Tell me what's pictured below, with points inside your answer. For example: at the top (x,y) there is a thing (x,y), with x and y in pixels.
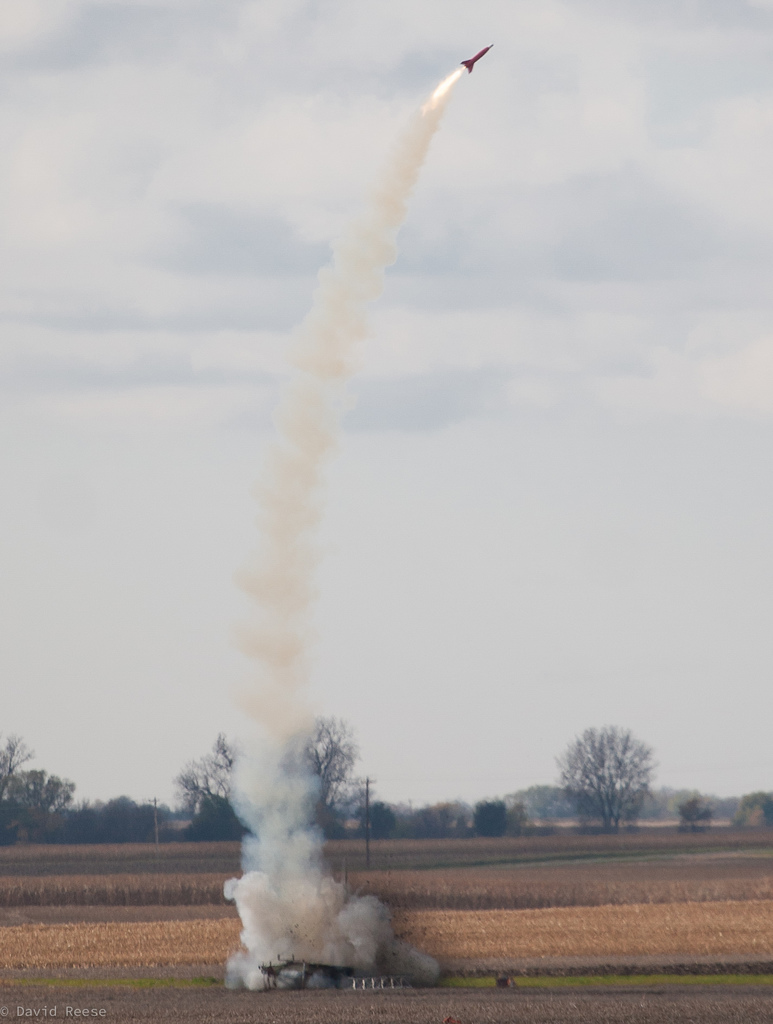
In this picture there is a small rocket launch in the dry grass field (85,964). In the front (306,923) there is a rocket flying in the air (410,76) with white smoke (226,886). In the background (18,799) we can see some trees (21,814).
